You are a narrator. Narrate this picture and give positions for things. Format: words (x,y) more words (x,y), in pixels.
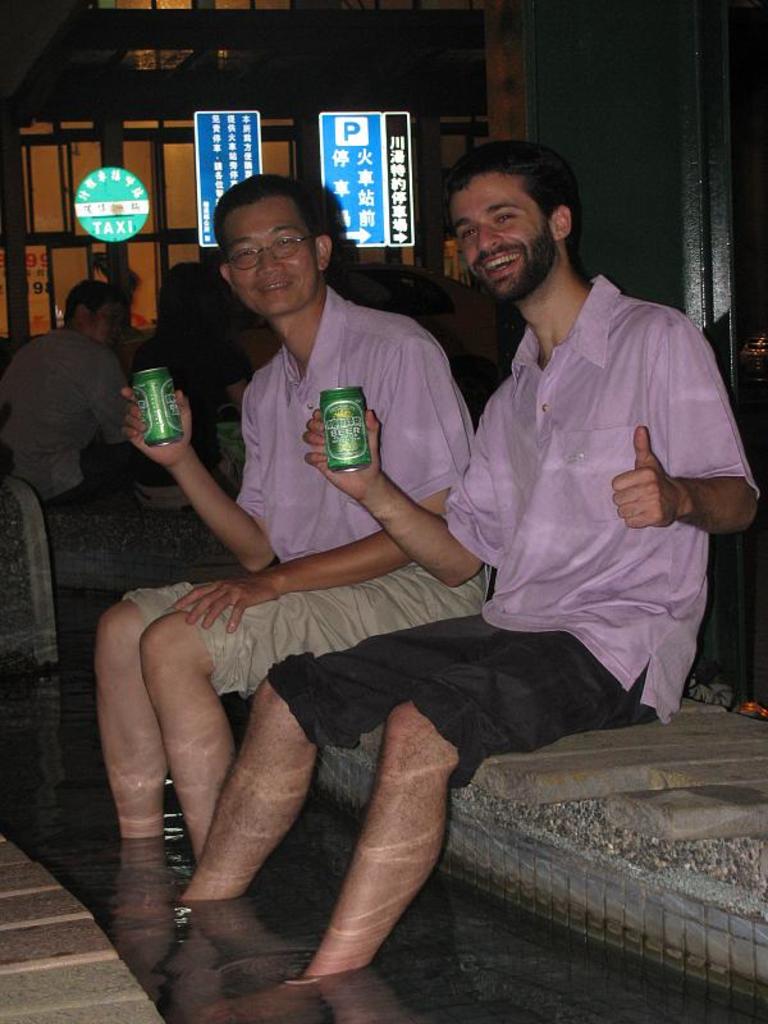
There is a group of people (442,499). They are sitting on a ledge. They are holding a tin (363,430).
